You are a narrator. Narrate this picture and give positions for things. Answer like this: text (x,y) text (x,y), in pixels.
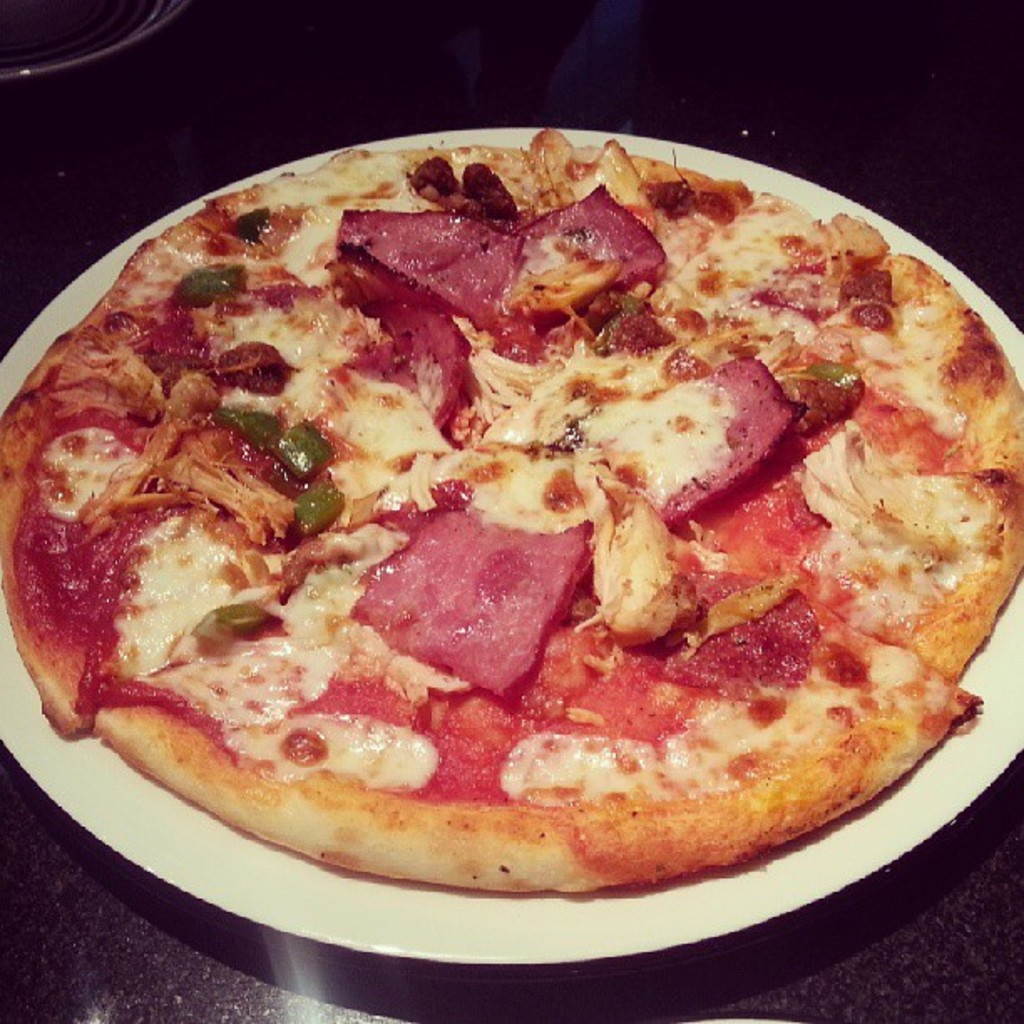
In this image there is a pizza (533,843) in a plate (859,836) which was placed on the table (564,35). Beside the pizza (268,195) there is another plate (143,22).
